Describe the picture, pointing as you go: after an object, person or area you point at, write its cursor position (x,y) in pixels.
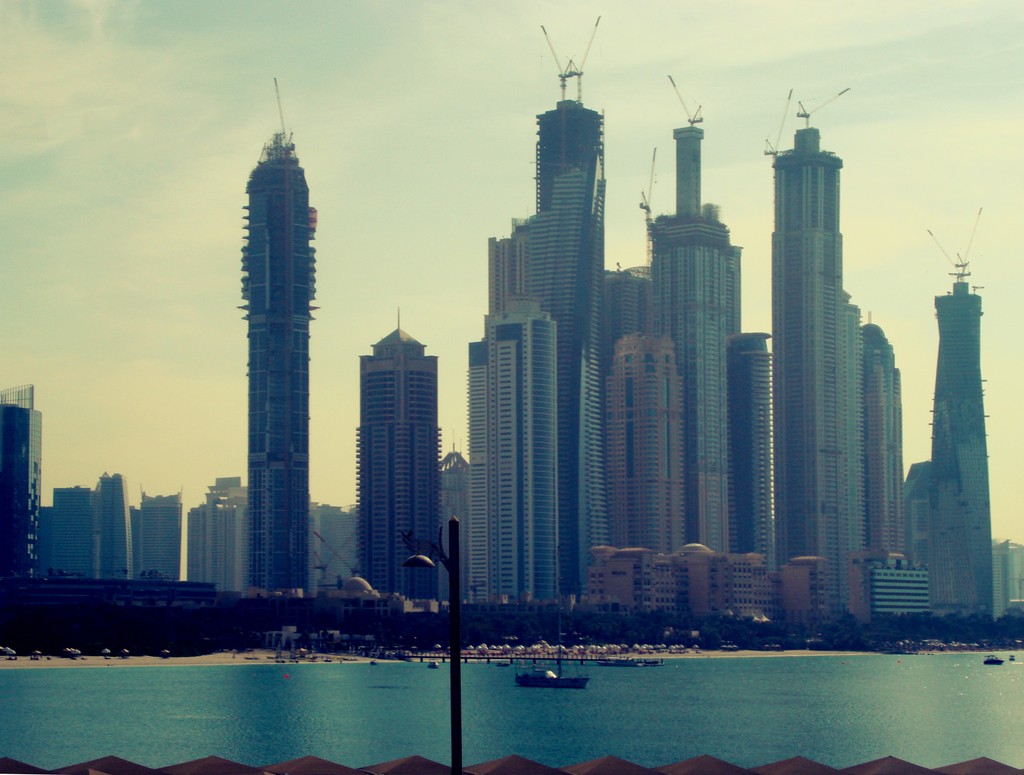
In this image we can see the buildings (542,454). We can also see a light pole (459,771). Image also consists of boats (632,663) on the surface of the sea (616,679). In the background (391,196) we can see the sky (937,164).
